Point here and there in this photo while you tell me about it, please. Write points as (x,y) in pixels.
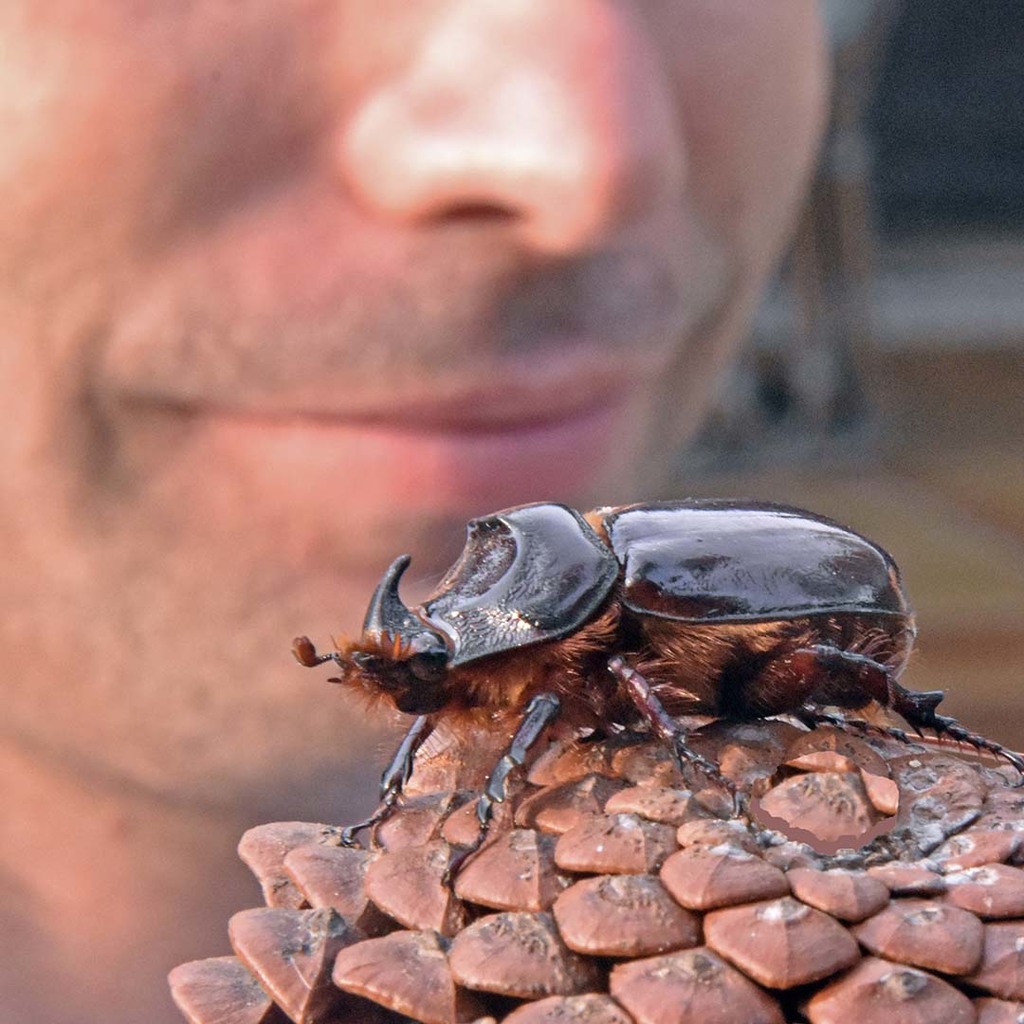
In this image I can see the insect (630,668) in brown and black color on the brown color object (775,967). In the background (452,266) I can see the person face (458,359).
